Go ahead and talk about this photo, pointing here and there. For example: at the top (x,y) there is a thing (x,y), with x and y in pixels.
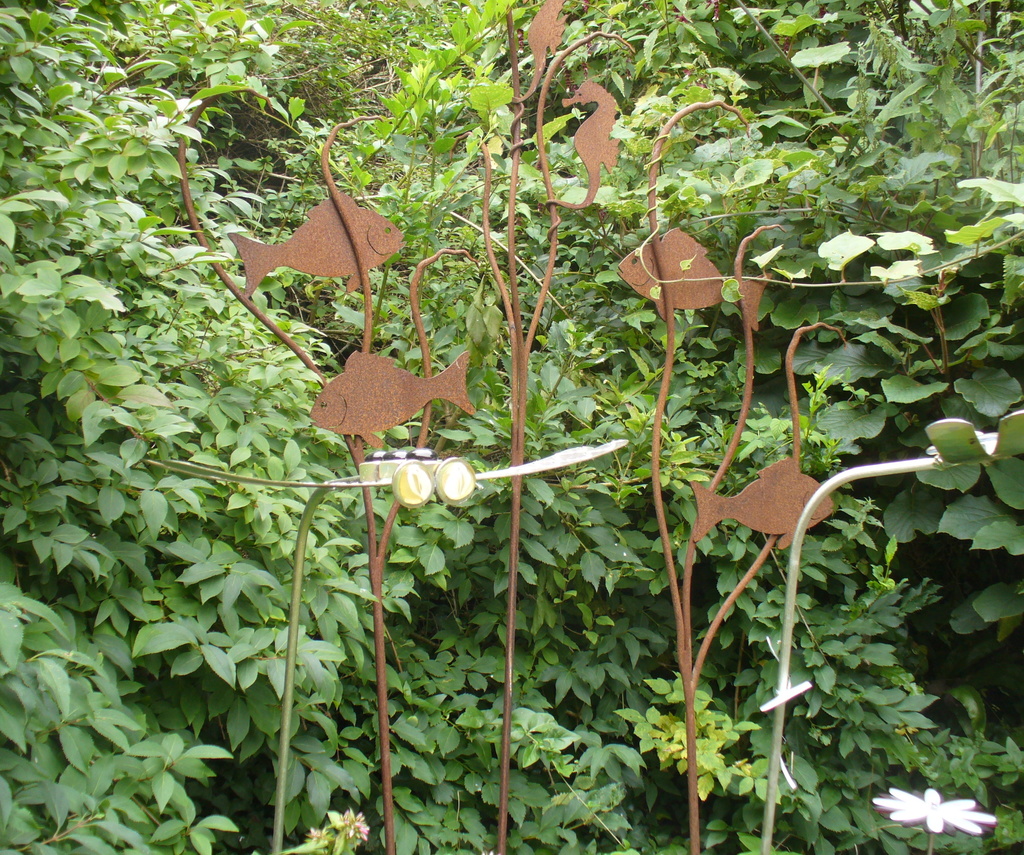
In this picture we can see some fishes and a seahorse (593,120) on a brown object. There is a white flower (897,790) on bottom right (957,816). Few plants (280,619) are visible in the background (500,95).
